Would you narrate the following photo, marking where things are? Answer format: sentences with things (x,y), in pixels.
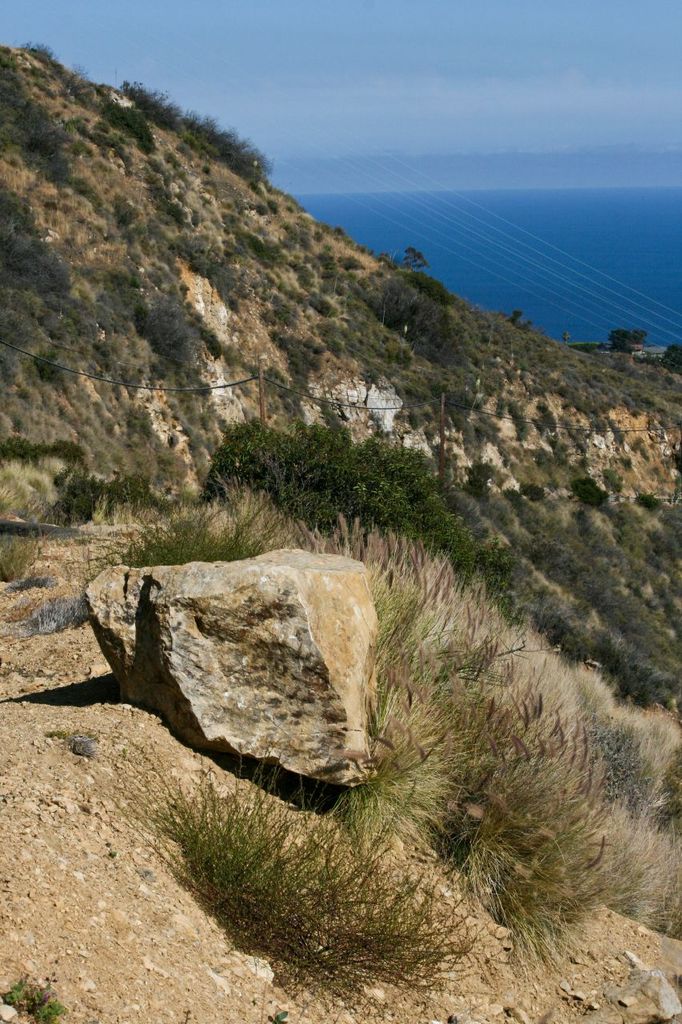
In this image we can see there is a mountain (52,195) with trees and rocks (335,382) also there is beautiful view of sky (654,146).
